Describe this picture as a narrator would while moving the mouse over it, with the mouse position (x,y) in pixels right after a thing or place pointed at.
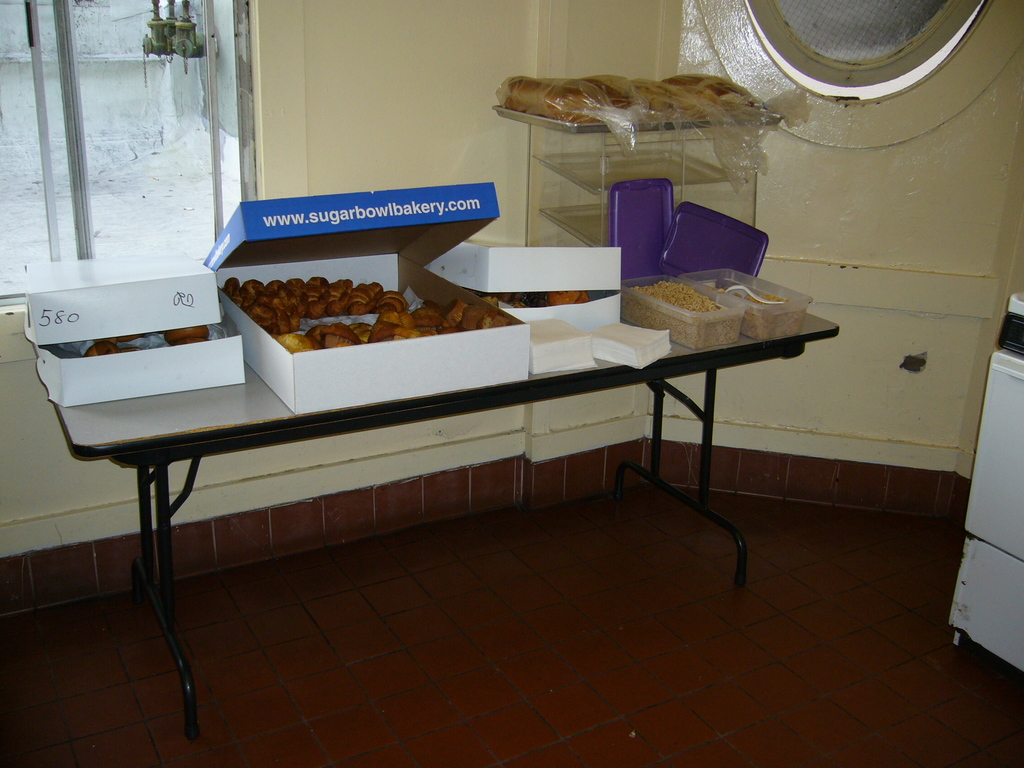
In the center of the image (655,420) there is a table (191,727) on which there are food items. In the background of the image (19,7) there is a window (216,229). There is a wall (490,106). In the bottom of the image (452,666) there is flooring (566,740).
